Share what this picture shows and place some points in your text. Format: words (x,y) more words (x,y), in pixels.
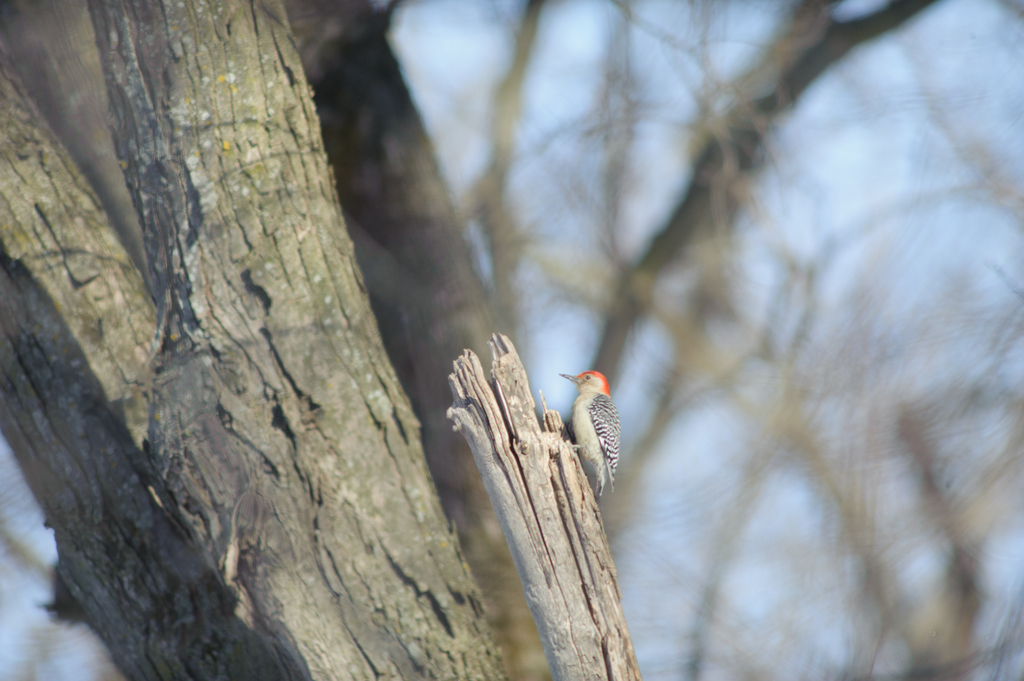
This image consists of a bird (593,476). It is on the bark (542,450) of a tree (533,460). The background (793,253) is blurred. And we can see the sky (732,73).
